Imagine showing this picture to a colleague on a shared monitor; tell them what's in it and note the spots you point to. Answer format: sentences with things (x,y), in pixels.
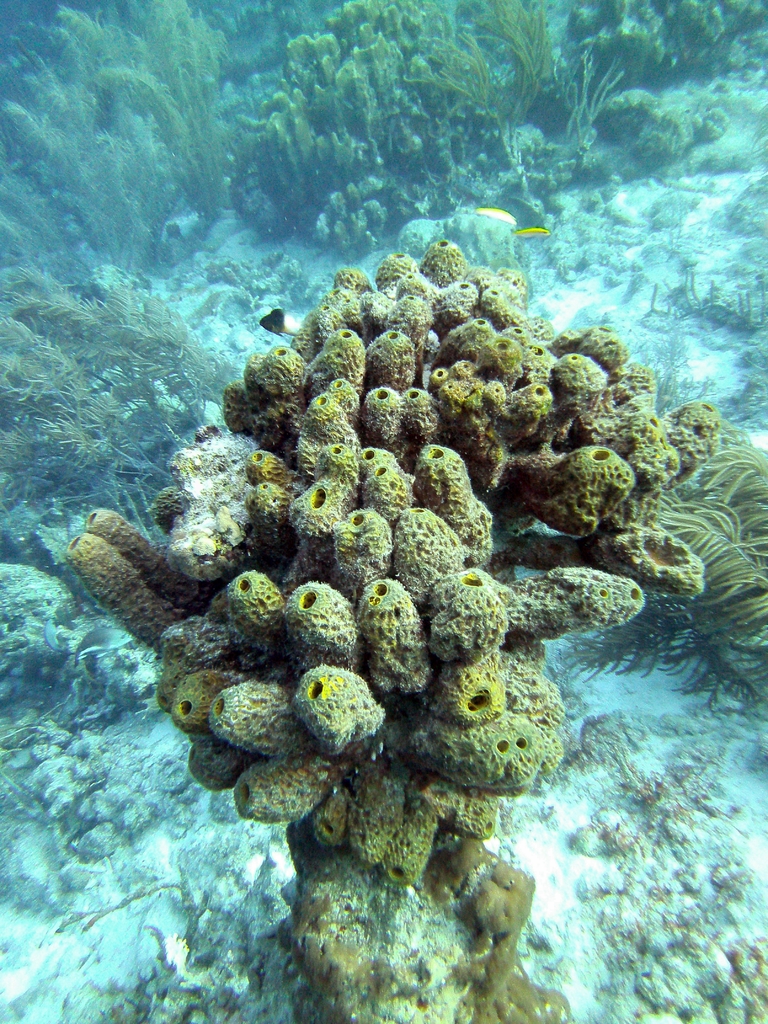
In this image, we can see underwater environment (426,643).
